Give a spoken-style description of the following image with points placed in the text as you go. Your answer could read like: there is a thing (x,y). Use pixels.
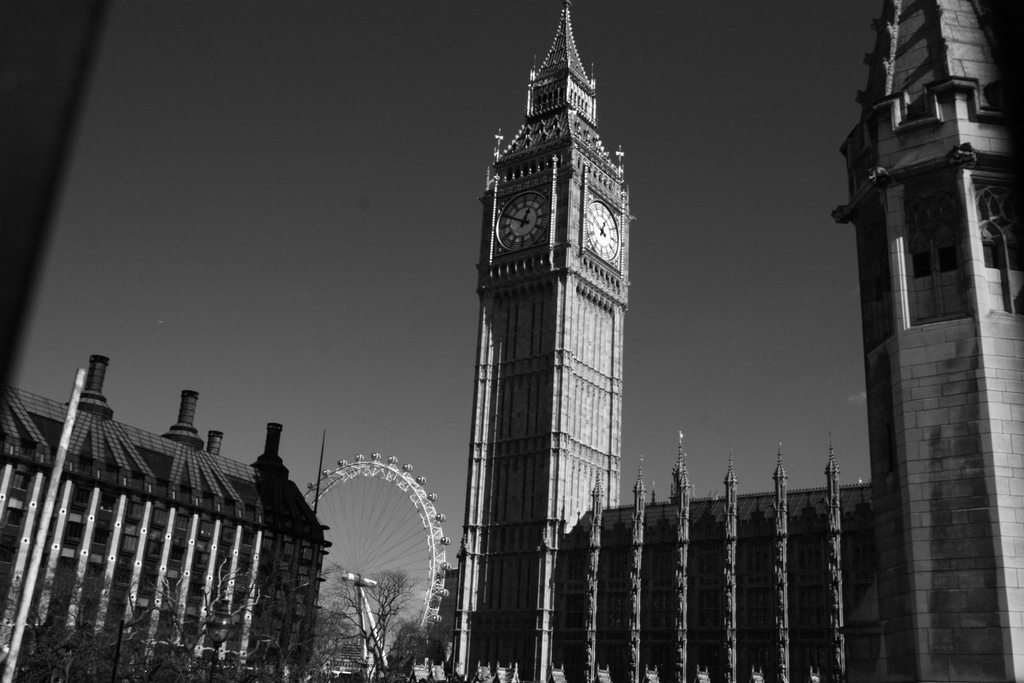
In this picture I can see there are few buildings (605,589), it has a tower (548,220), with a clock (543,229), there is a giant wheel (401,547), trees (274,642) and the sky (288,198) is clear.
